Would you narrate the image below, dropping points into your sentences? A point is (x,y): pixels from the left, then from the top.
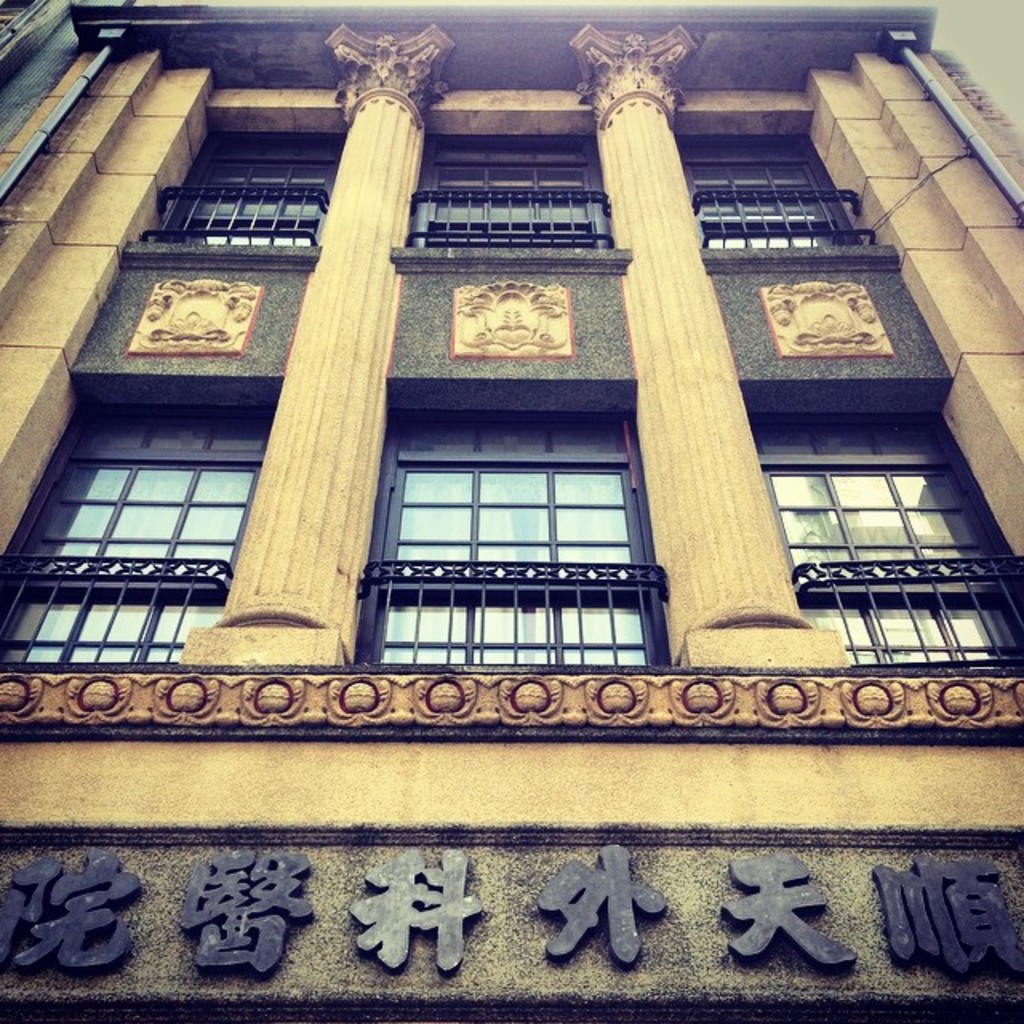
In this picture, we see a building (304,673) which is having windows (506,552) and iron railing (650,584). We even see two pillars (363,454). At the bottom of the picture (377,944), we see some text (897,934) written in some other language and this picture might be clicked outside the city.
